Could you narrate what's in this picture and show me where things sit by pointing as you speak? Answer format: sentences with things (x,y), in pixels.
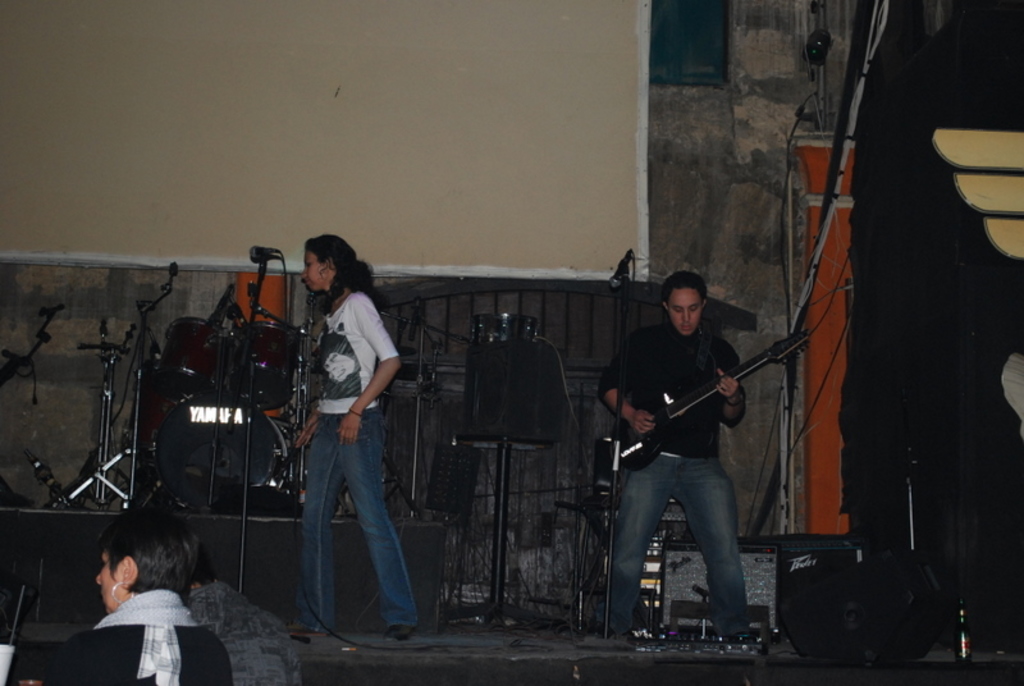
In the middle of the image (358,292) a woman (369,511) is standing. Bottom right side of the image (727,606) a man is holding and playing guitar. Bottom left side of the image (176,532) few people (178,525) are there. In the middle of the image (508,336) there are some musical instruments (84,492). At the top of the image (590,116) there is a wall (568,5).
